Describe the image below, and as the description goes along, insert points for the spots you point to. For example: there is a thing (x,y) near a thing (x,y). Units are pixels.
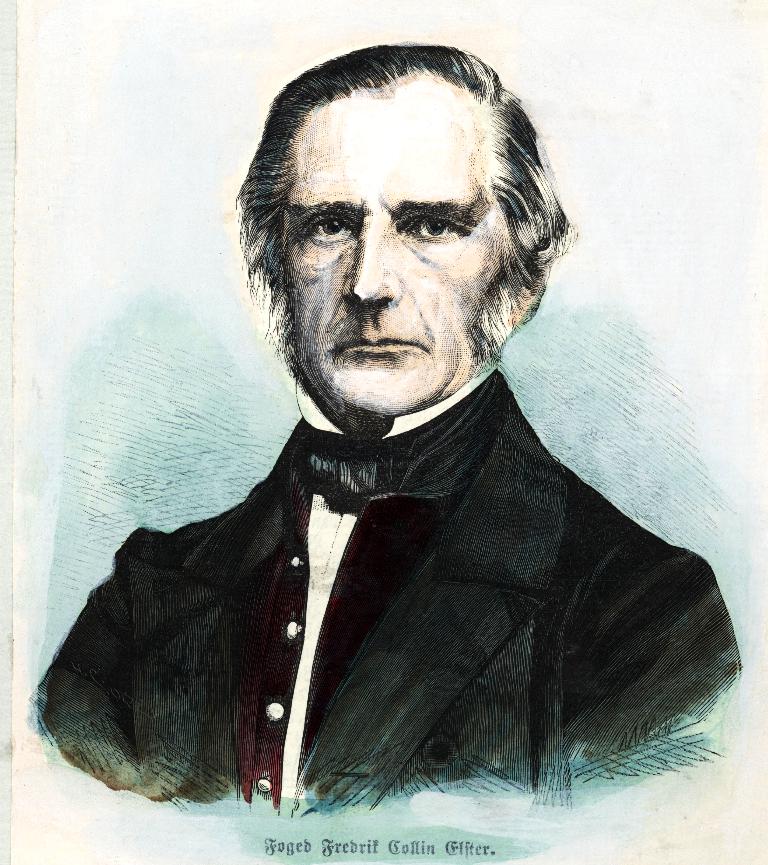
This image is an art. In the middle (418,412), there is a man (412,476), he wears a suit (417,567), shirt (350,534), tie (348,508). At the bottom (377,846) there is a text (412,848).
